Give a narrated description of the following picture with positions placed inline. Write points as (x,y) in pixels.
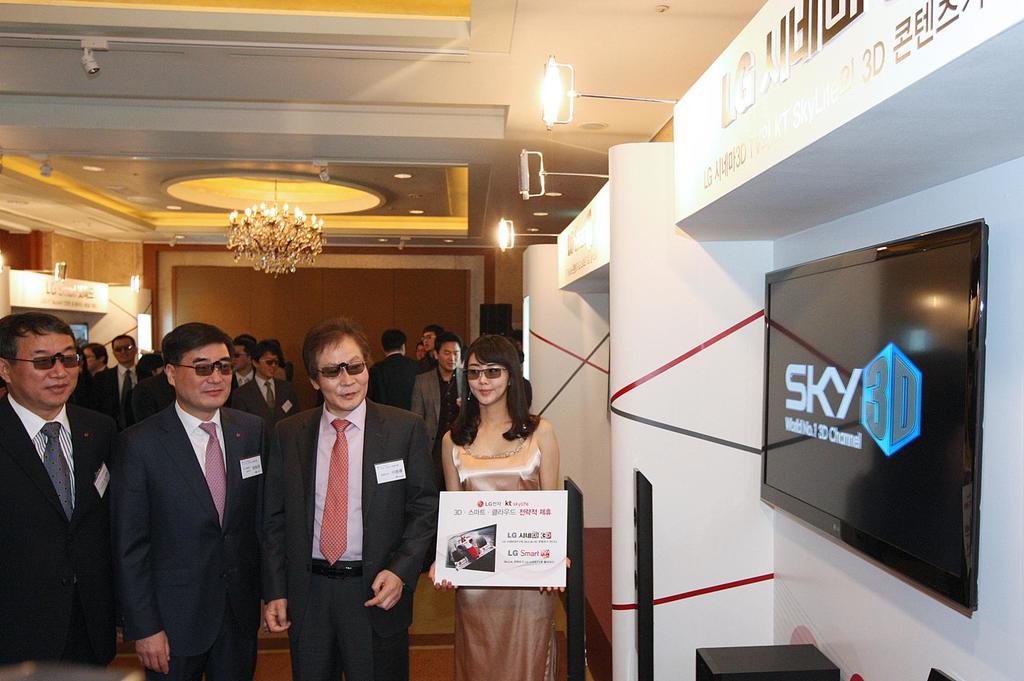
In this picture we can see a group of people (261,469) are standing on the floor (268,648) and the woman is holding a board (461,546). On the right side of the people (356,456) there is a wall (687,444) with a television (817,425). Behind the people (236,439) there is a wall (646,453) and there are ceiling lights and a chandelier (284,241) on the top (296,212).
